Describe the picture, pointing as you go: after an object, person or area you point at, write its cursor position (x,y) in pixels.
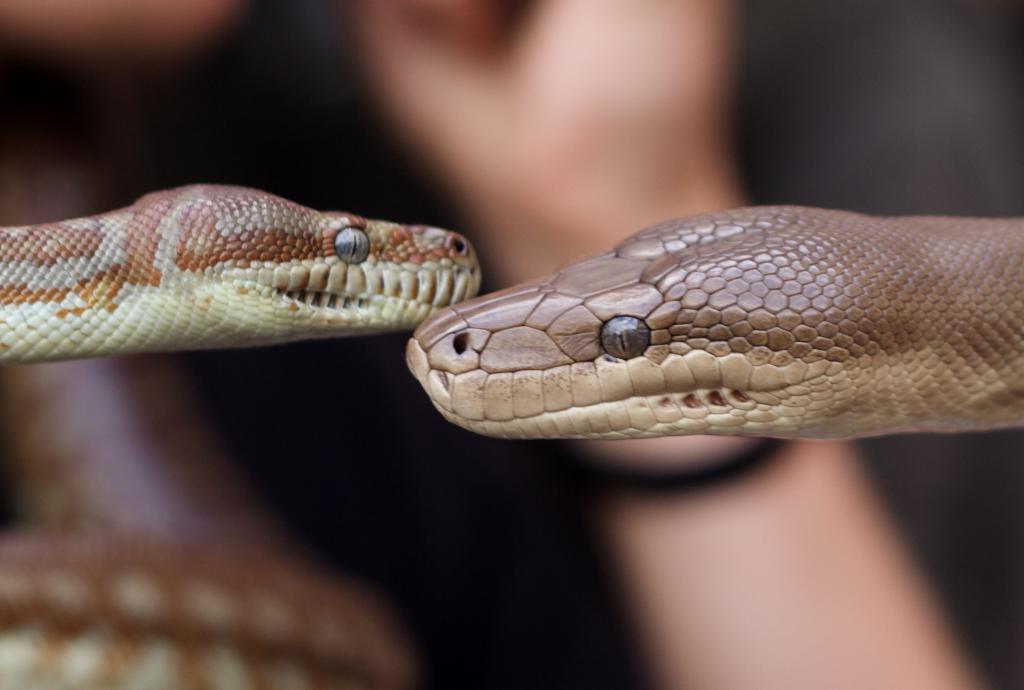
In this image we can see snakes (286,311). In the background (817,665) there is a person (691,471).
